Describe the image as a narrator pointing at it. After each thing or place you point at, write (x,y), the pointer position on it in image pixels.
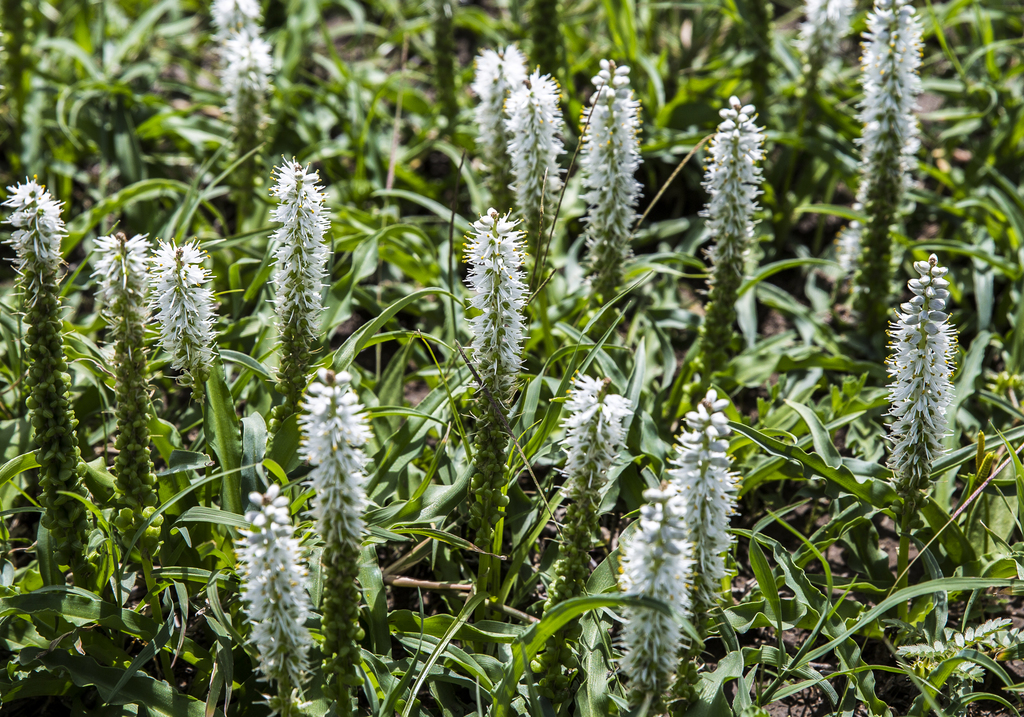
This image consists of many plants (496,414). In the front (915,352), we can see white color flowers (577,468) to the plant (849,538).
